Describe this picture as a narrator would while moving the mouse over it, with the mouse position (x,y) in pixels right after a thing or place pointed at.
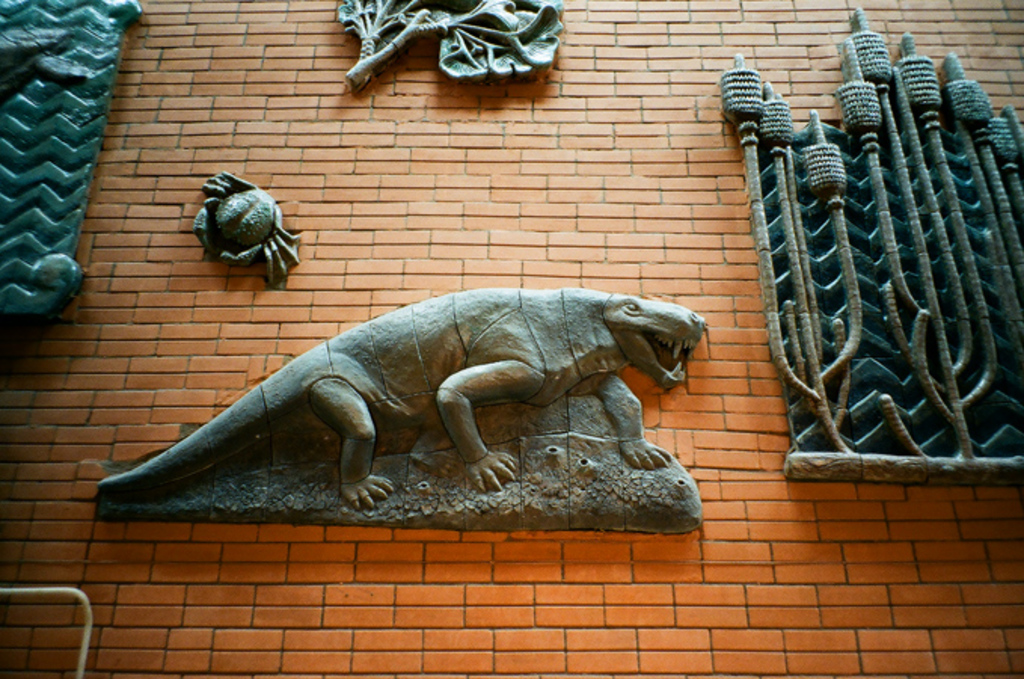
It looks like a wall (608,595) and on the wall (420,570) there are sculptures (463,379). Some sculptures (454,385) are looking like animals (503,373).
